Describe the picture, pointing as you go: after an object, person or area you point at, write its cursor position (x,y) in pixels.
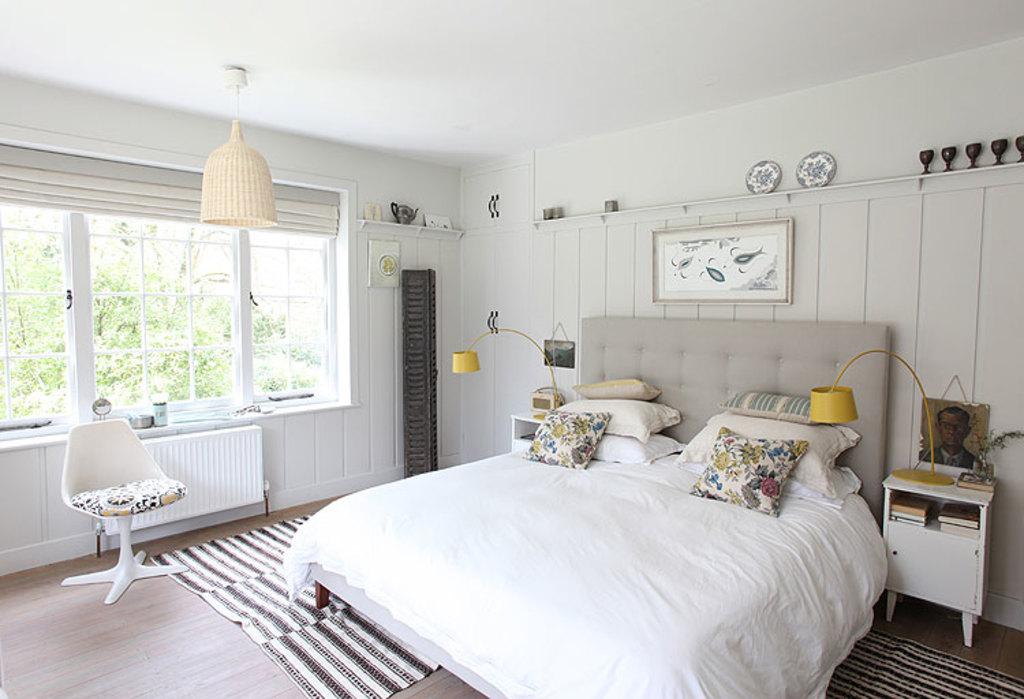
A picture inside of a room (673,42). This is bed (700,525) with pillows (729,455). Beside this bed (575,480) there are tables (937,496), on this tables (952,489) there are lamps (470,355), pictures (939,464) and books (908,511). A picture (786,266) on a wall (848,269). This is chair (107,488). A floor (127,600) with carpet (223,604). From this window (205,316) we can able to see trees (107,264).
